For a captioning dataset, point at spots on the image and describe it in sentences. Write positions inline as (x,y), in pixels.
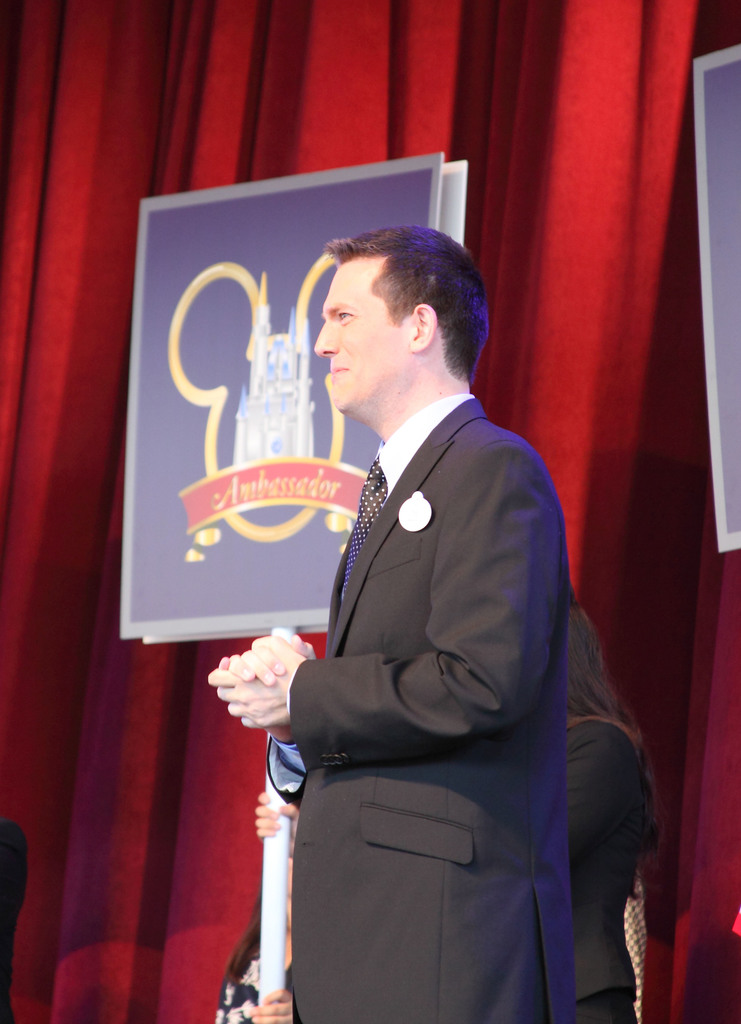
In this image we can see few people (453,825) standing and a person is holding a white color object (269,871) looks like a pole (265,885) and in the background (250,447) there is a poster (262,317) attached to the pole (267,844).
